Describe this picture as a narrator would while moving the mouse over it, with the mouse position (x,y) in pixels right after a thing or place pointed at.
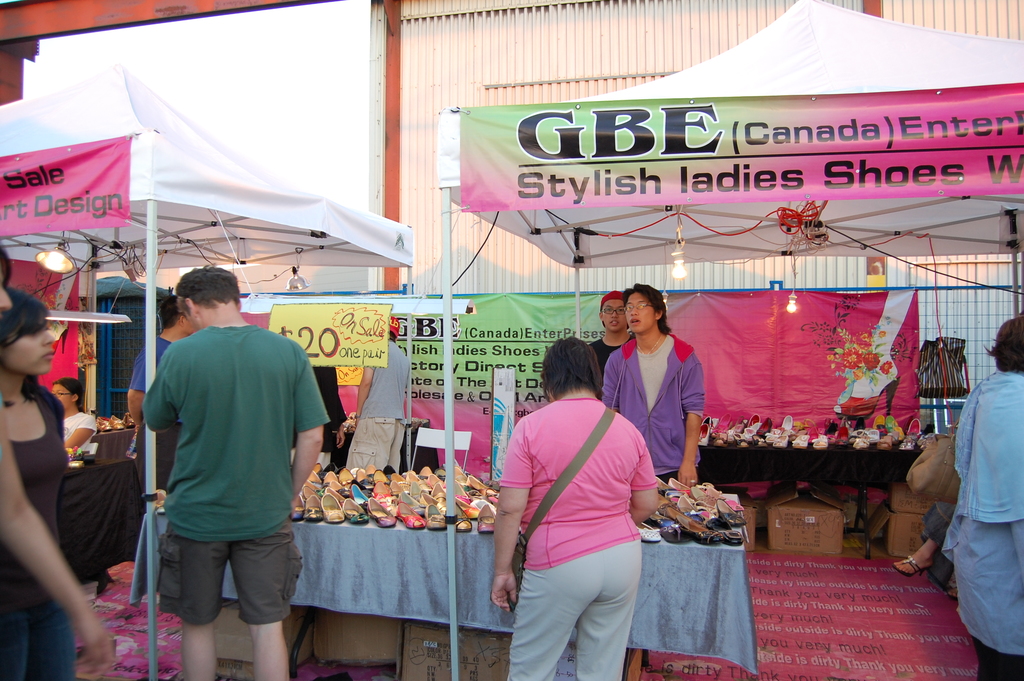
This image is taken outdoors. In the background (884,327) there are a few walls (435,236) with posters (478,357) and text (478,357) on them. There is a railing (942,413) and there are two stalls (117,123) with tables (327,505), table cloths (371,525), footwear (456,507) and a few boards (273,316) with text (294,349) on them. On the left side of the image (19,598) there are a few people (282,422) standing on the floor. On the right side of the image (1004,618) a person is sitting on the chair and a person (989,509) is standing. In the middle of the image (639,305) a few (565,347) are standing.
